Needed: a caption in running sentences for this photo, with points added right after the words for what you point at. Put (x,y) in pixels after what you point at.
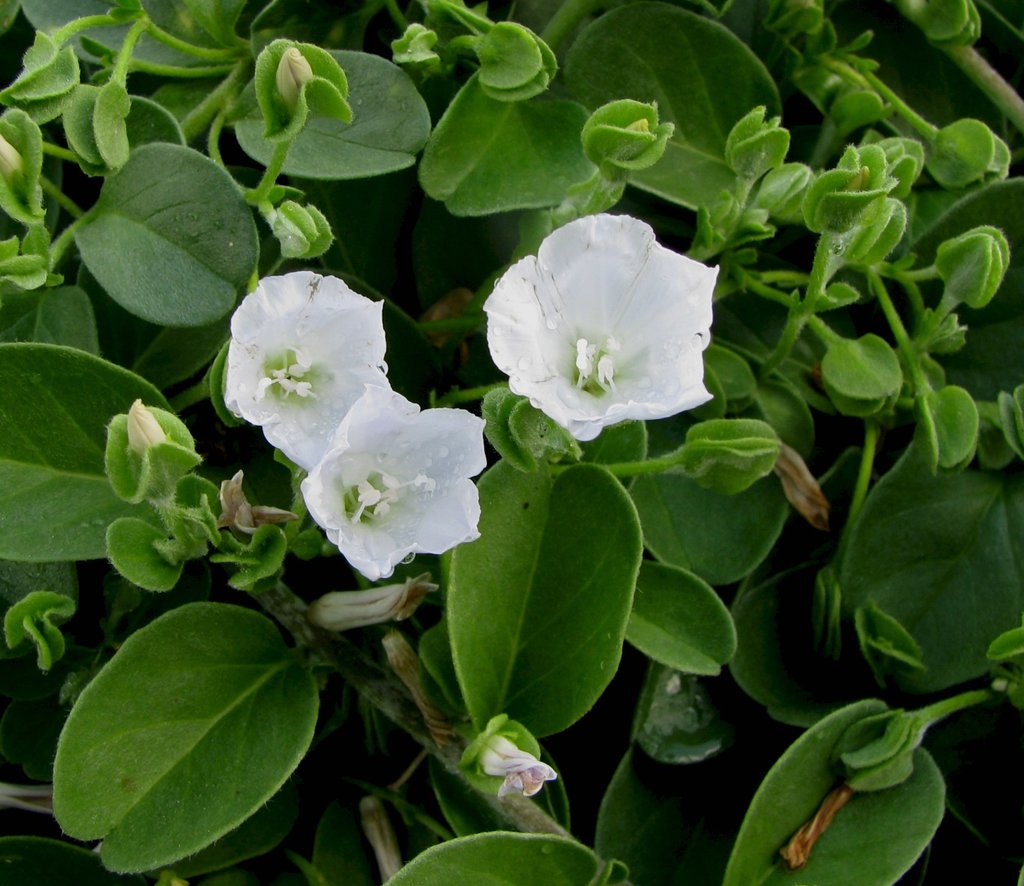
In this picture we can see flowers (393,474) and in the background (278,713) we can see leaves (618,797).
